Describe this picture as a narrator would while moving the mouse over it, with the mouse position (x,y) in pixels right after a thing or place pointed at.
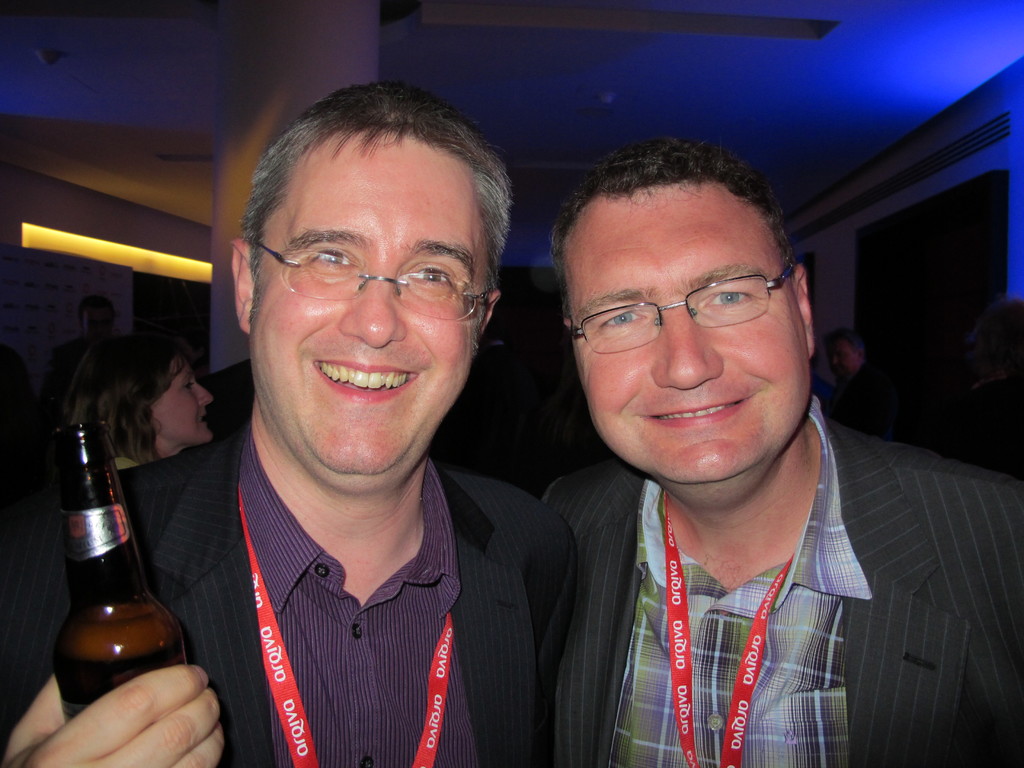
This picture describe a group of people (256,529) standing in room (130,261), Front we can see two person (925,571) wearing black coat (863,620) and purple striped and blue check shirt (708,651), smiling towards the camera, beside that man (690,460) we have another man (344,406) smiling and enjoying by holding a brown beer bottle (129,647) in the right hand (130,684).
